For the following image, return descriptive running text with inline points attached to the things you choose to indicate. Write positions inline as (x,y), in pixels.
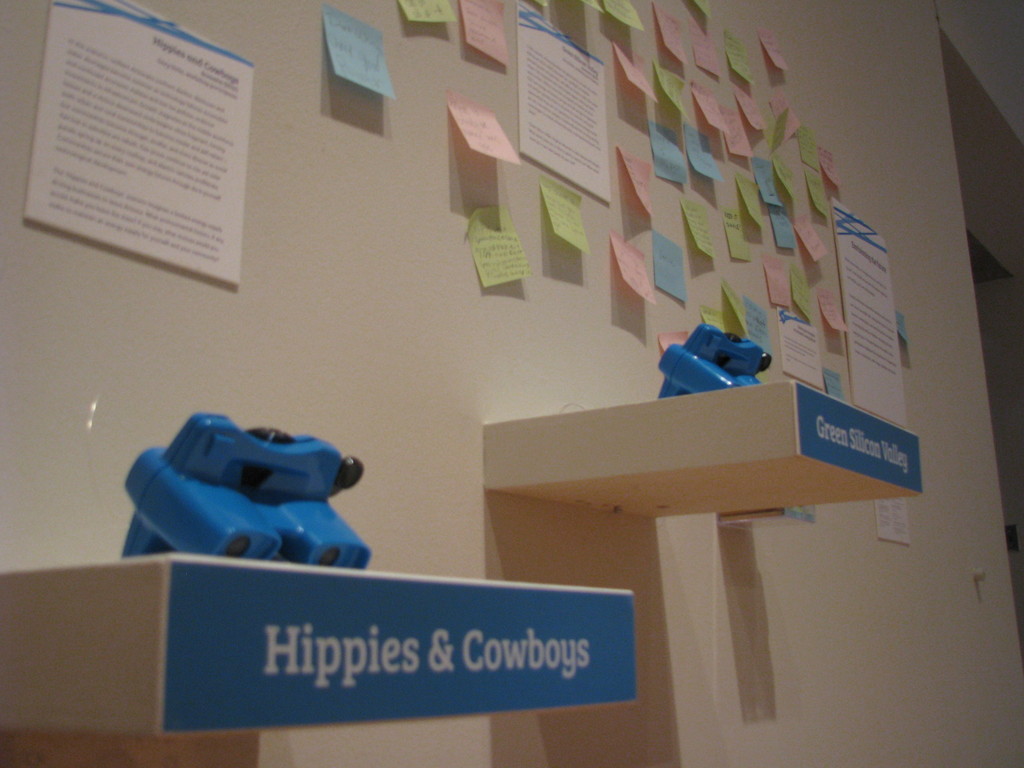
In this image I can see there are many papers (748,70) stick on the wall (618,115).
